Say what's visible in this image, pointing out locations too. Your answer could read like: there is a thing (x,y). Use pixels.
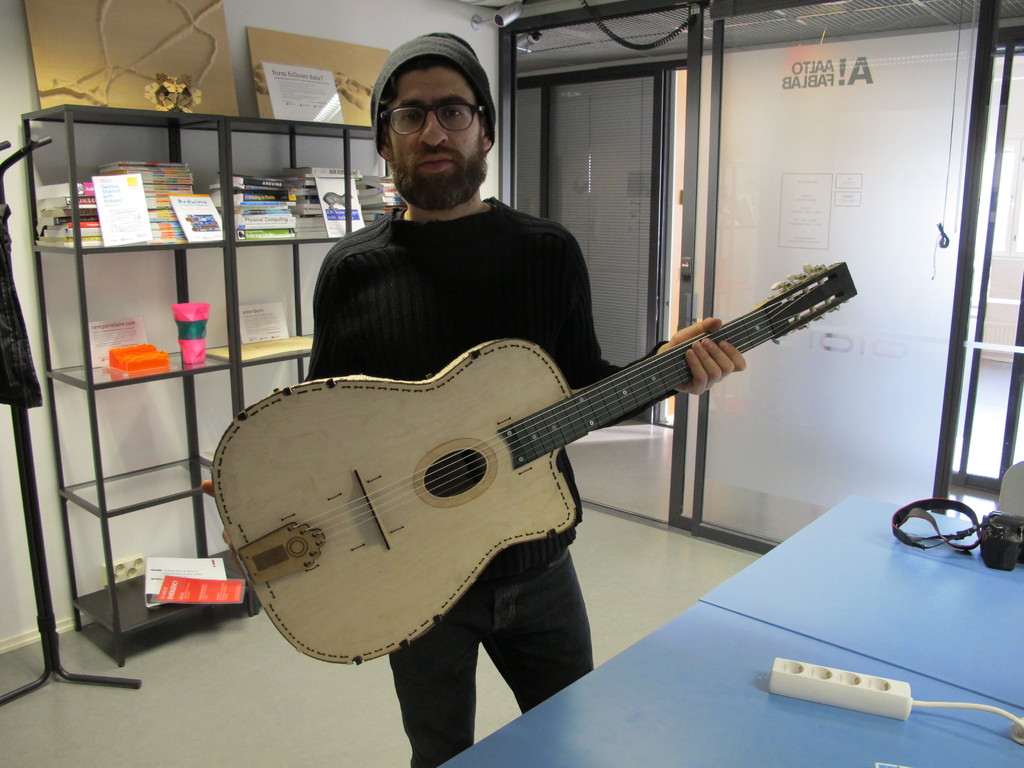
In this image, human (316,309) is holding a guitar (468,411). In-front of him, there is a blue color table (715,696). Top of the table (746,710), there is a wire (944,706) and camera (1015,541). Here we can see glass door (870,298). Background, we can see a shelf (181,245). There is a books (139,183) on the shelf (226,120). Here we can see some wooden pieces (194,57). Here we can see stand (35,527) on the left side (50,597). The man (427,309) is wearing a glasses (481,111) and cap (490,98), black color t shirt (544,304), jeans (577,612).
